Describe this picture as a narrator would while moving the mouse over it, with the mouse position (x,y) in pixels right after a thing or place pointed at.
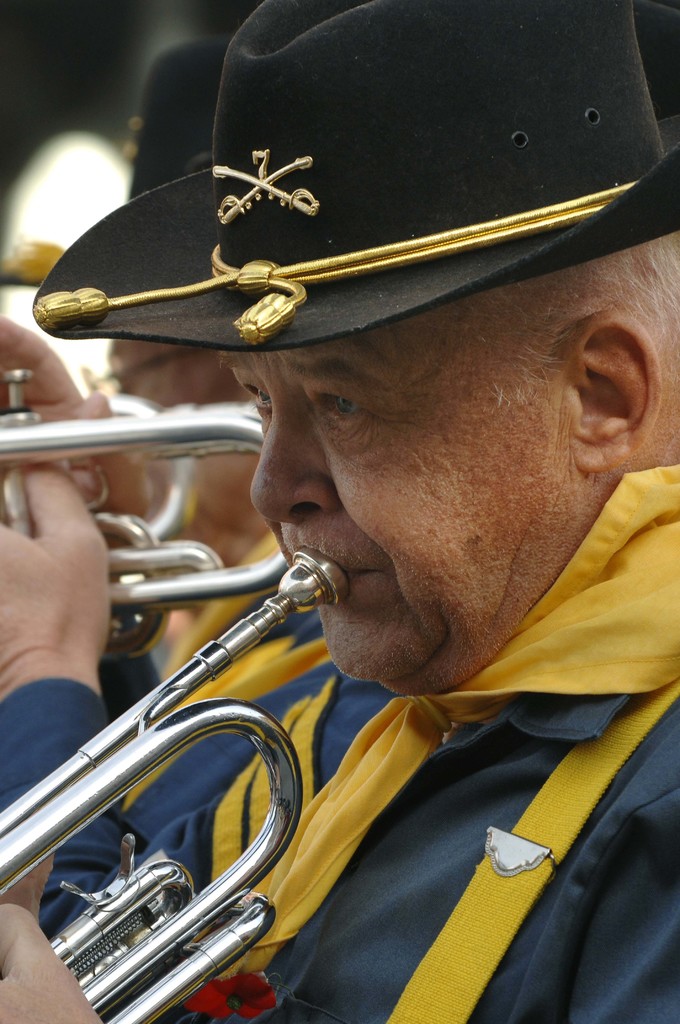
In this image I can see few people (406,852) wearing blue color shirts (430,861), black color caps (301,173) on the heads (247,474) and playing some musical instruments (274,613).
